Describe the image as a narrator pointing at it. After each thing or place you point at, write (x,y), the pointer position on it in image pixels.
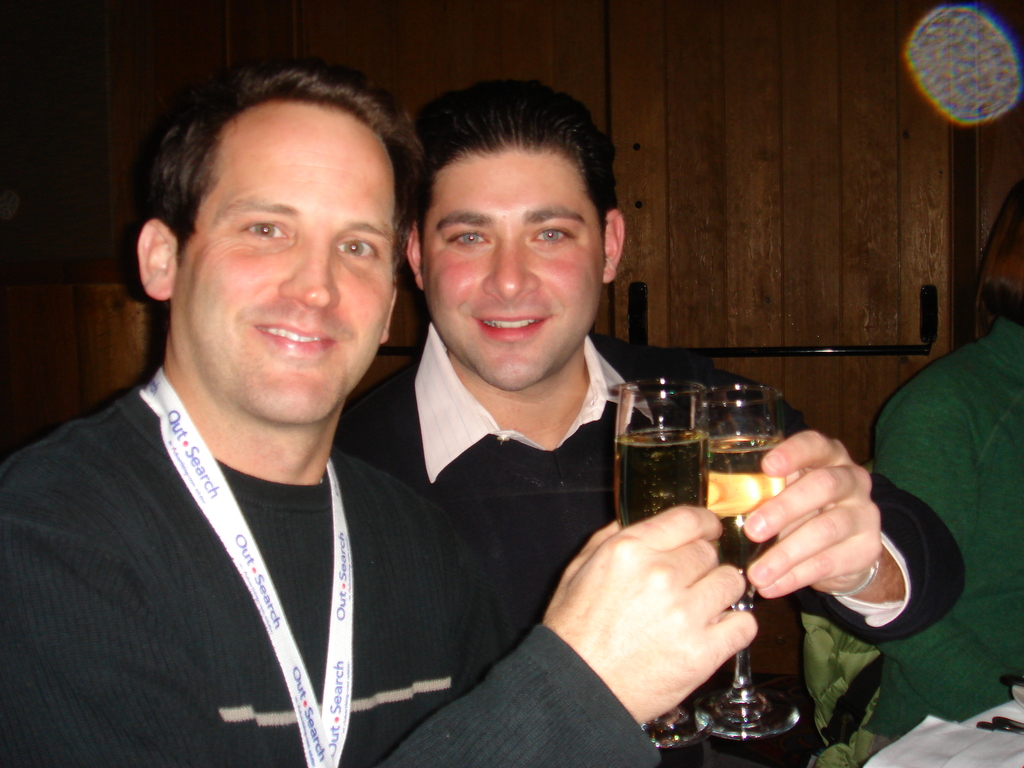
In this image we can see two persons (554,448) are holding a glass (714,473) with drink (654,489) in their hands (790,490). In the background of the image (738,221) we can see a wooden wall (773,217).
